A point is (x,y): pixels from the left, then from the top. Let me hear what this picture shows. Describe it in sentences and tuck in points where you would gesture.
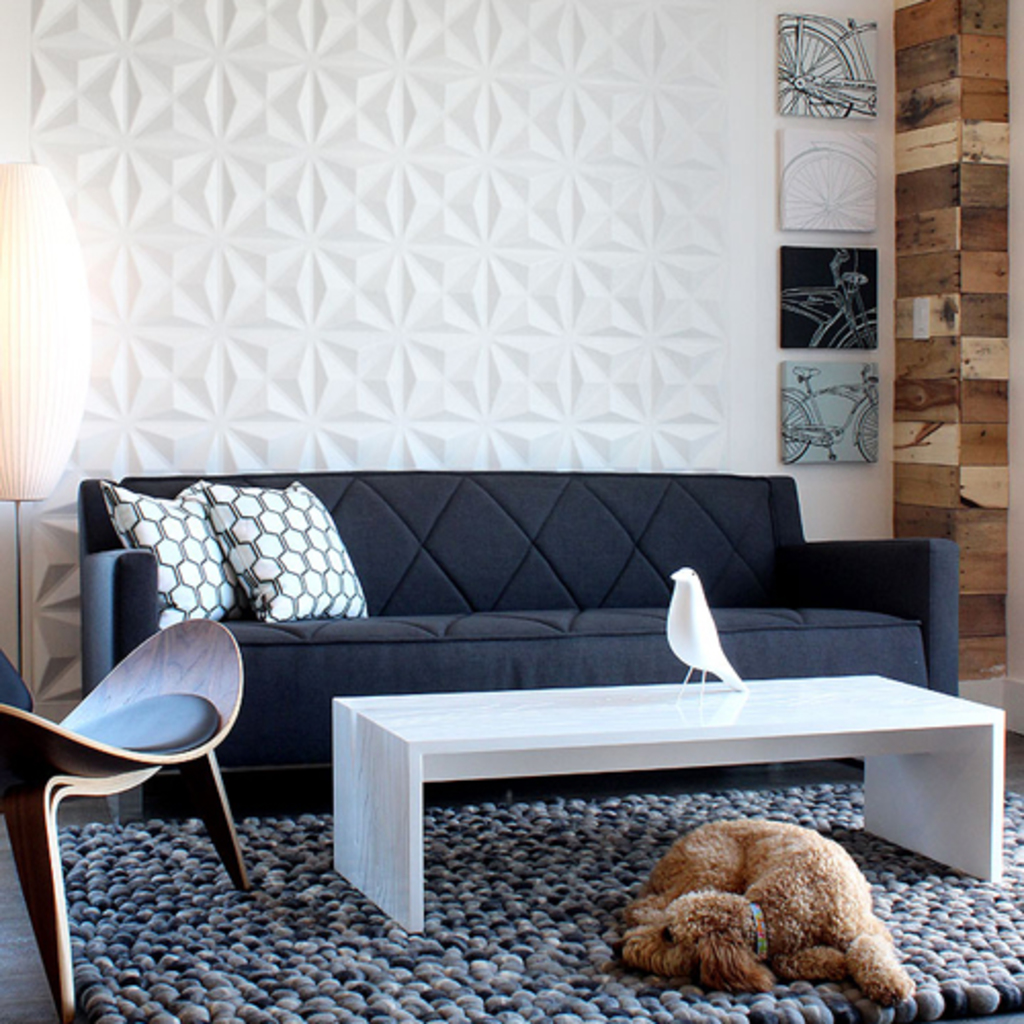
This picture is clicked inside the room (494,494). At the bottom of the picture (695,965), we see a brown dog (710,928). Behind that, we see a table (674,732) on which toy bird (726,673) is placed. Behind that, we see a black color sofa (395,548) and cushions (224,594). On the left side (95,767), we see a chair (214,673) and a lamp (51,289). In the background (383,296), we see a white wall (454,250). On the right side (911,197), we see a pillar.
